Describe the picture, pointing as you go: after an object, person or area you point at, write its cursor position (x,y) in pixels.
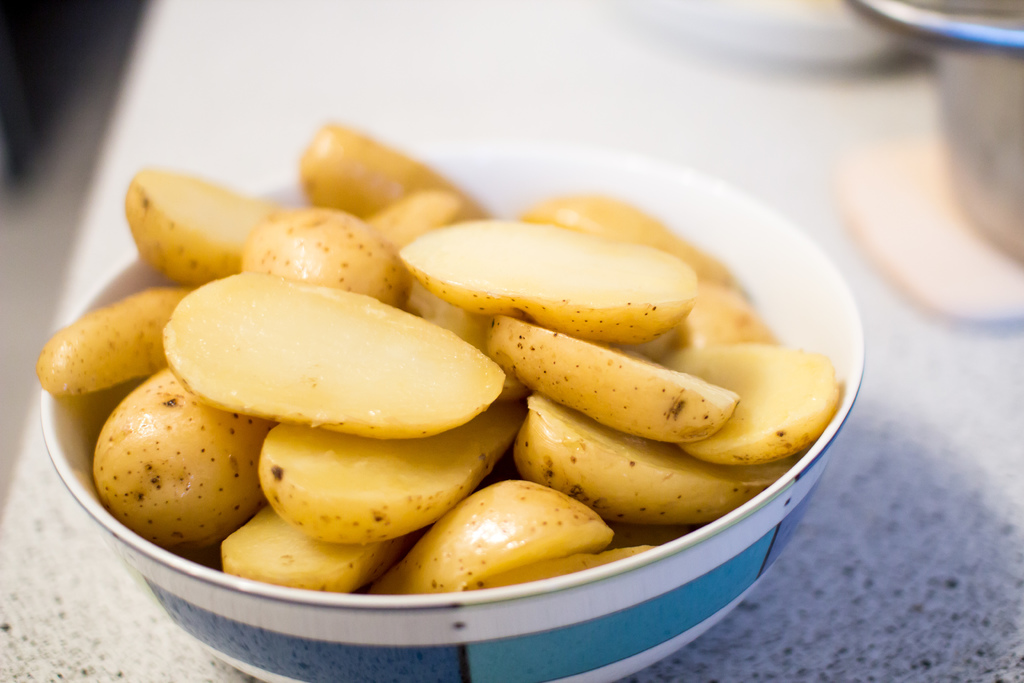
In this image there is a bowl (619,604) in which there are potato slices (484,325). On the right side (942,33) top there is another bowl (936,25) which is on the counter (912,94).
